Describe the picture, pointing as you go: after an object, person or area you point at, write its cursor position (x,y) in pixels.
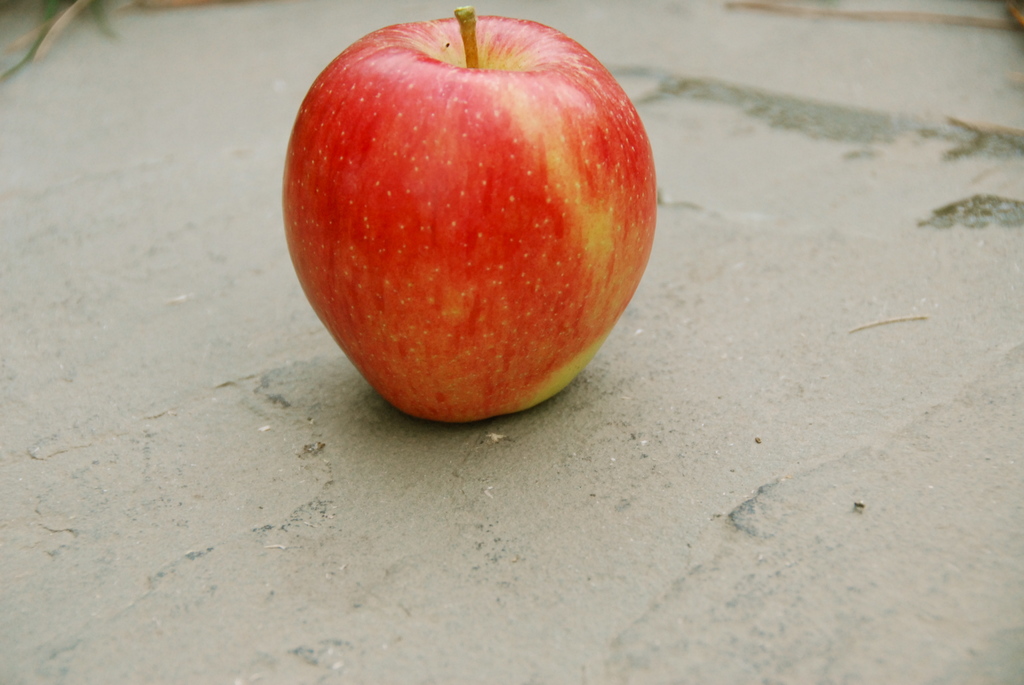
In this image, we can see an apple (392,243) is placed on the surface (649,309).
